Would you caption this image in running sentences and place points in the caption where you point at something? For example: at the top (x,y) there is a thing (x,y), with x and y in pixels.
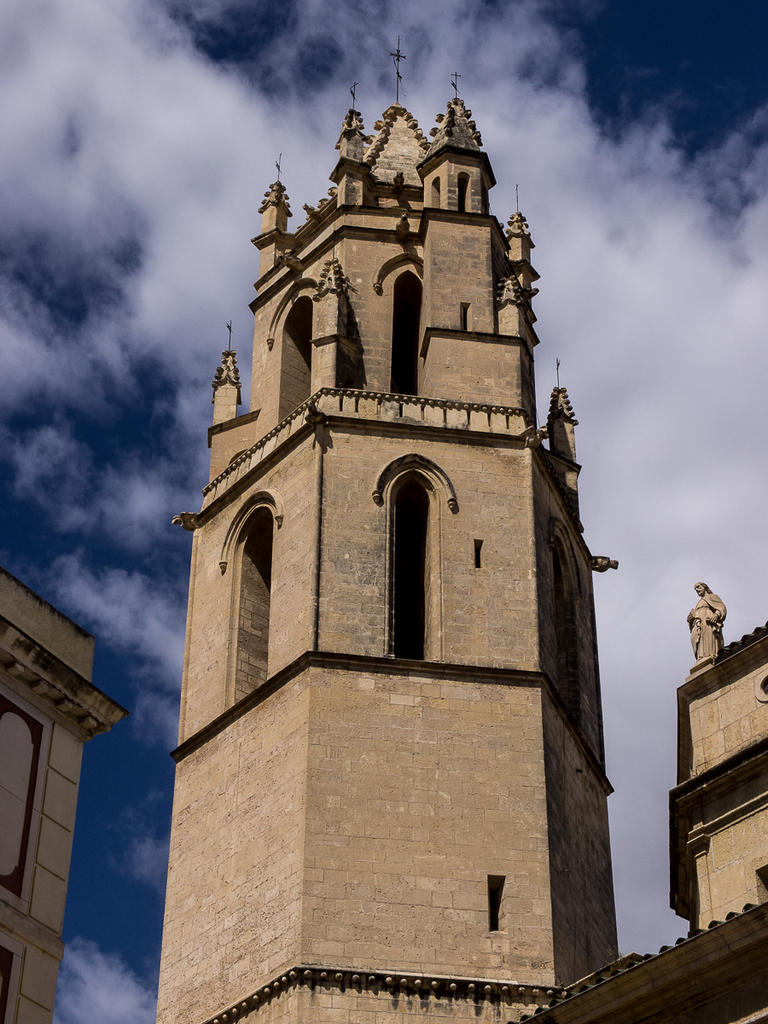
In this image in the center (379,436) there is one building (391,598), and on the right side (714,767) and left side (30,627) there are buildings (16,653). And at the top (519,103) there is sky (519,103), and on the right side (697,621) there is one statue (702,647).
